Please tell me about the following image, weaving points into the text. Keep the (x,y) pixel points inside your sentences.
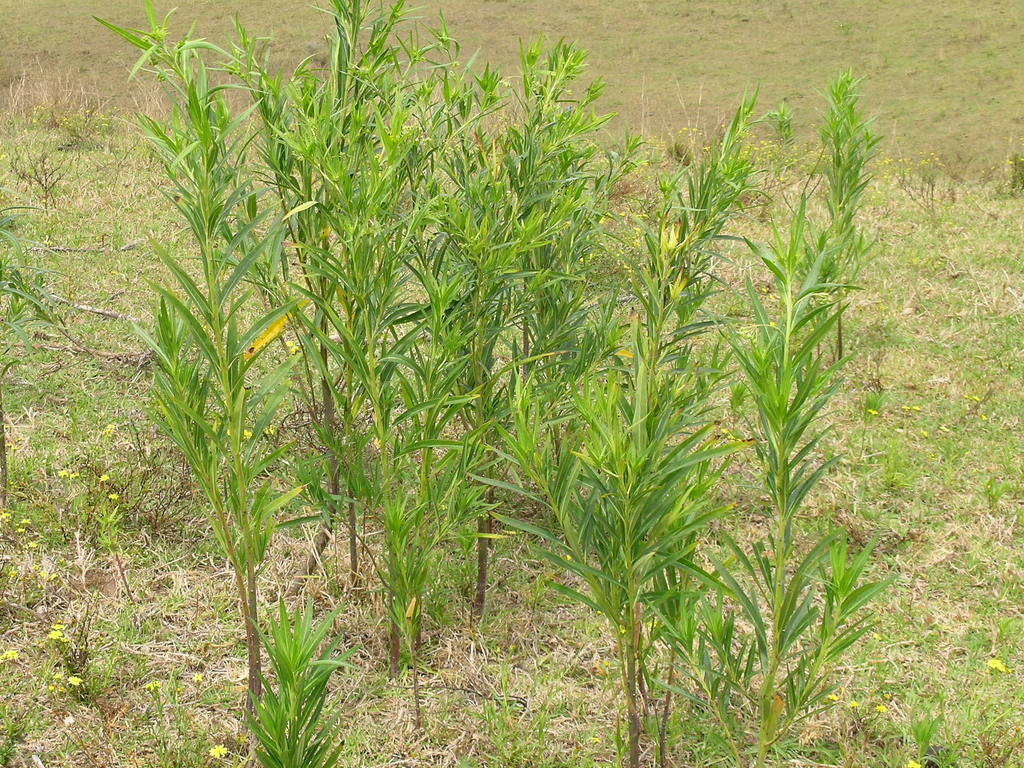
In this picture we can see some plants (330,131) in the front (389,131), at the bottom (298,529) there is some grass (119,195) and flowers (55,686).
